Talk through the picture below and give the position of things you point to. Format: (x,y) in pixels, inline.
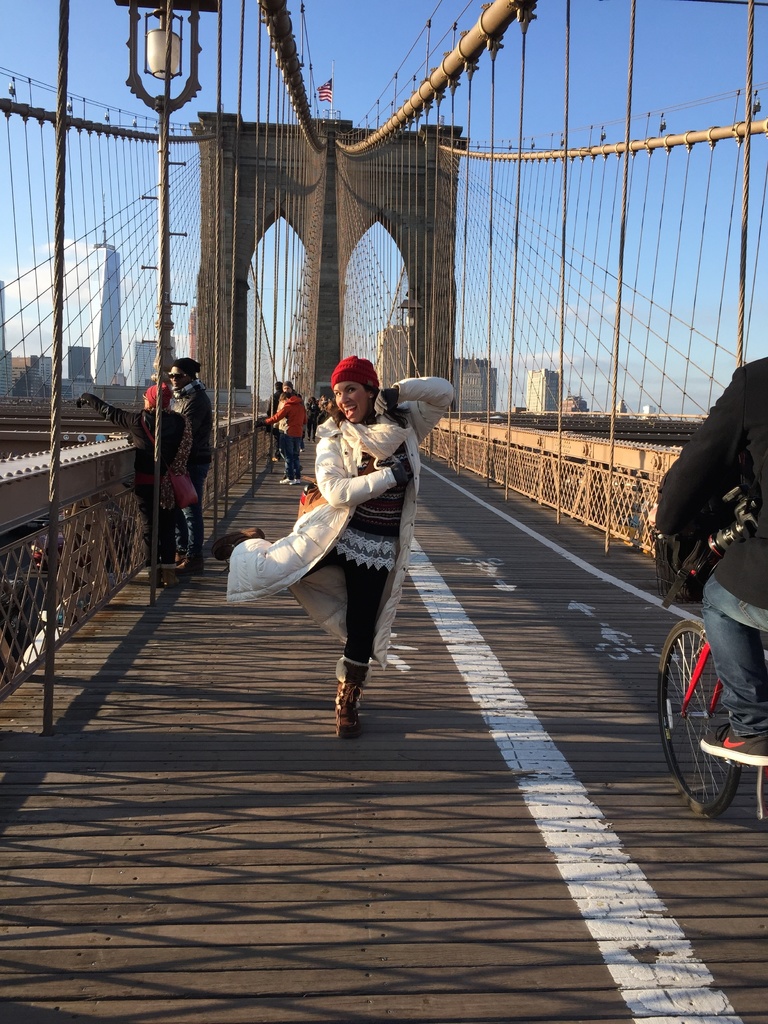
In the image there is a woman (349,528) stood in middle of a bridge (418,359), on the left side (189,401) there are some people (169,433) stood and on right side (693,570) there is man (695,487) cycling. In the background (103,369) there are buildings (112,305).
